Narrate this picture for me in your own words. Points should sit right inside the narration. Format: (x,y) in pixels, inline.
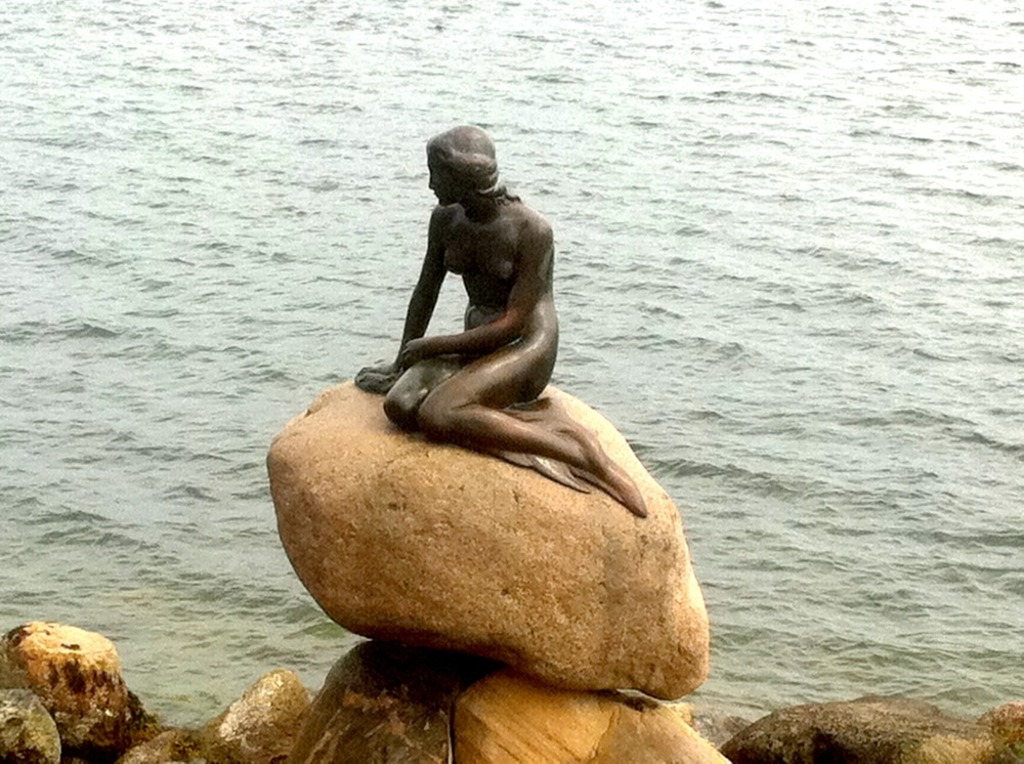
In this image we can see a statue (552,312) on the rocks (428,605). In the background (91,299), we can see the water (830,394).
